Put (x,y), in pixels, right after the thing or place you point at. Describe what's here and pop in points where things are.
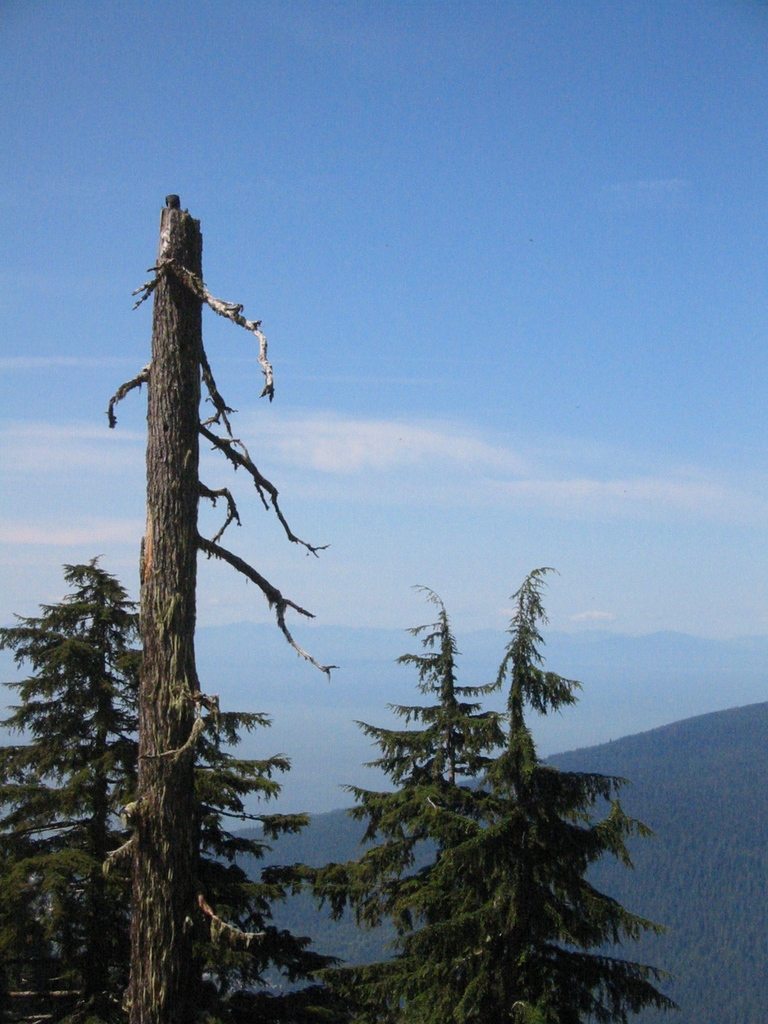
There are trees (501,786) in the foreground area of the image (198,809), it seems like a mountain (726,784) and the sky (390,543) in the background (390,543).
